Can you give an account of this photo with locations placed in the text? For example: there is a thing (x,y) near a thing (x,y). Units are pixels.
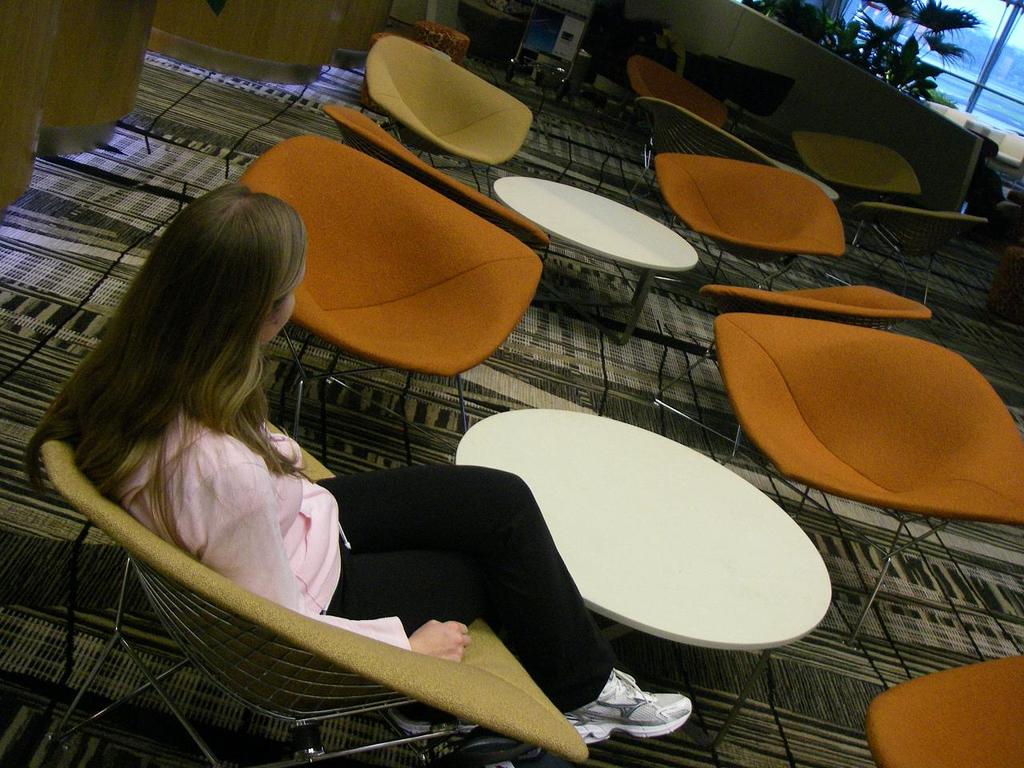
In this image I can see a table (718,527), chair (408,264) and the woman (422,575) is sitting on the chair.
